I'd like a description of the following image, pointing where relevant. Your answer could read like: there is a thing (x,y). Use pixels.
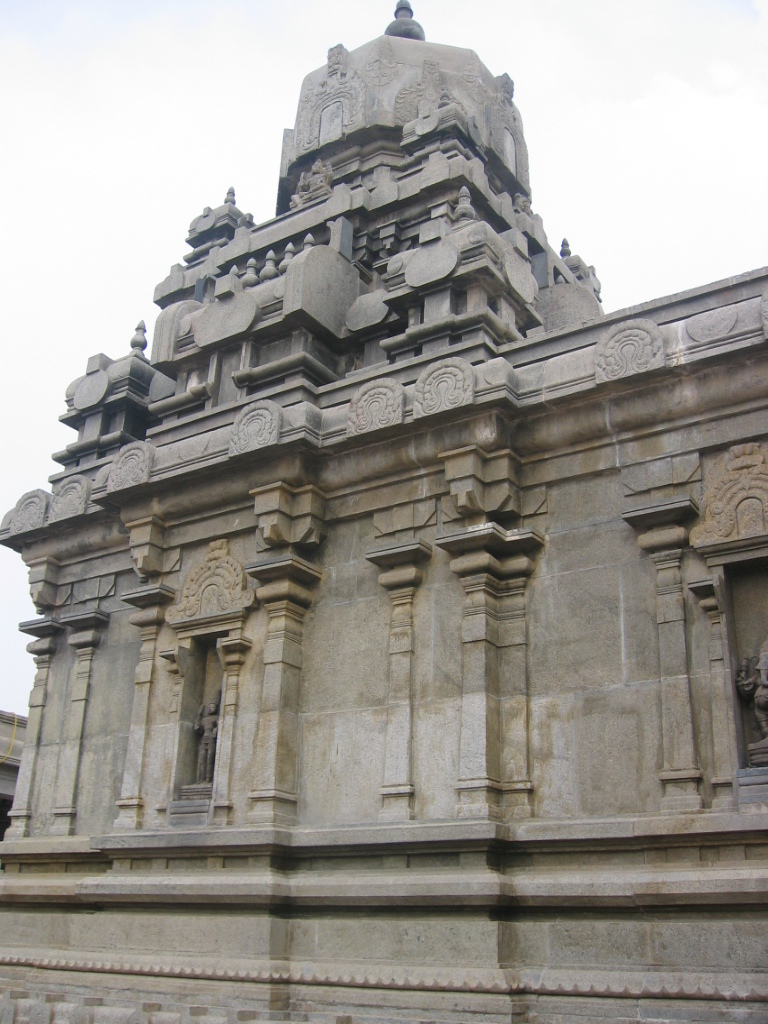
In this picture I can see the monument (409,382). At the top (193,90) I can see the sky (185,80) and clouds (61,111). On the right (752,685) I can see the statues (756,711) which are placed on the wall (458,655) beside the pillars (671,677).
